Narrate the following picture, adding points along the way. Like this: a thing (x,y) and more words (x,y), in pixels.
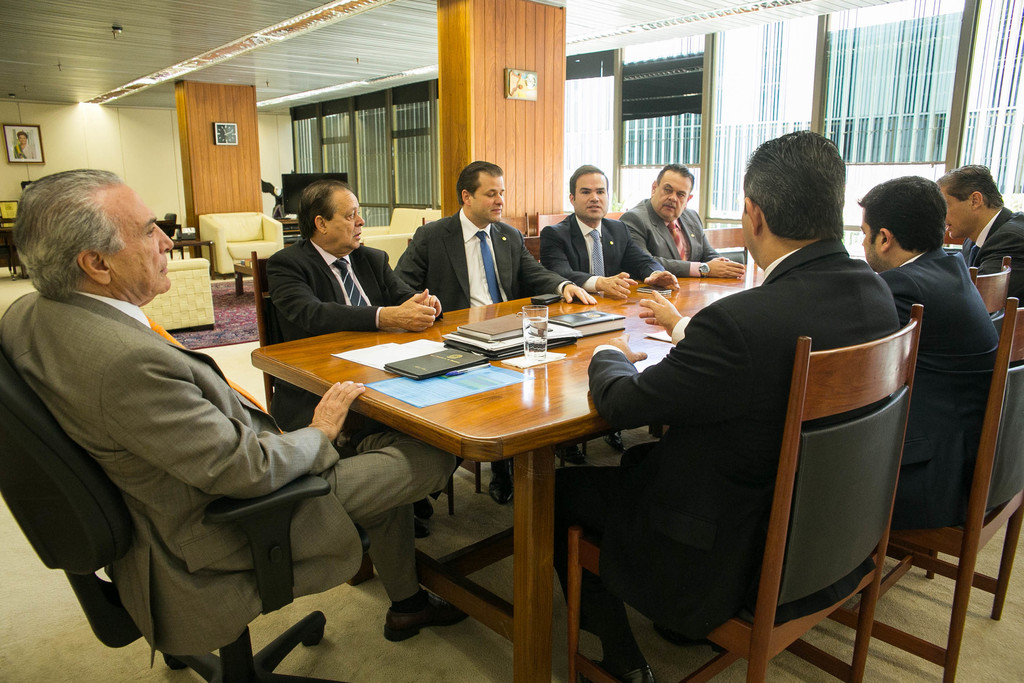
on a rectangular wooden table (463,414) there are books (505,349), diary (478,333), glasses (538,331). people (866,322) are surrounded by the table (532,394) and seated on the chairs (1007,404). everyone is suited up. behind them there are cream sofas (184,283) and at the back (151,169) there is a wall (75,155) on which there is a photo frame (25,156). at the right (941,104) there are windows (926,70).
